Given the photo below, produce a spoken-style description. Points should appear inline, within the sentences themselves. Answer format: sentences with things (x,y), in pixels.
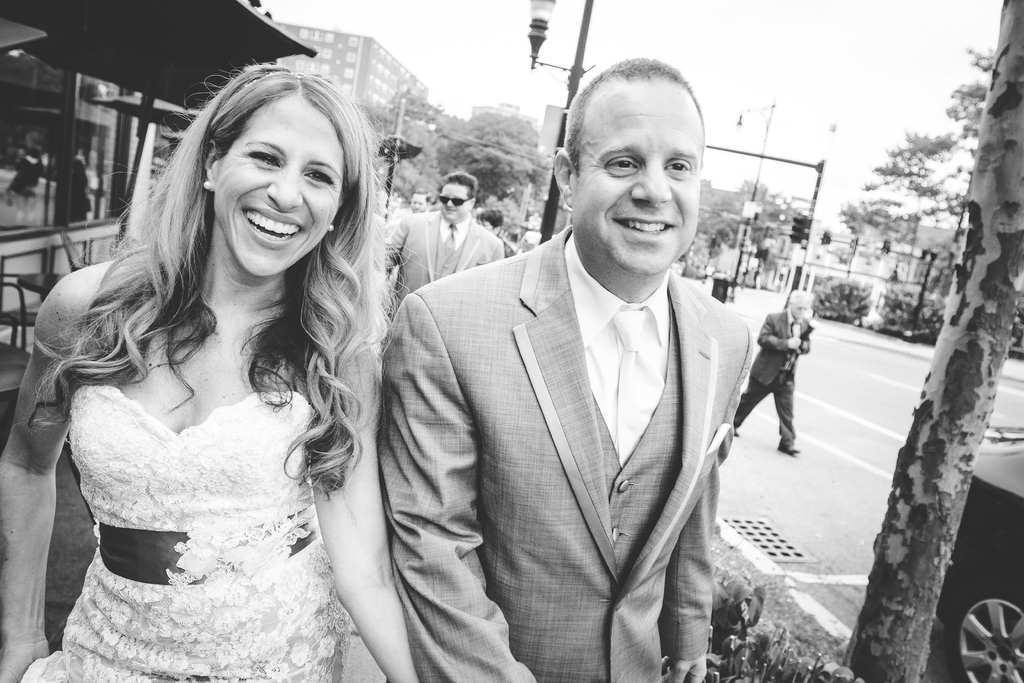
This is a black and white image as we can see there are some persons (455,363) standing on the left side of this image (271,406) and one person (778,383) is on the right side of this image (776,348) as well. There are some trees (440,160) in the background (488,123). There is a road (864,430) on the right side of this image (829,432). There are some building (389,92) on the backside (330,71) to the trees (525,131).
